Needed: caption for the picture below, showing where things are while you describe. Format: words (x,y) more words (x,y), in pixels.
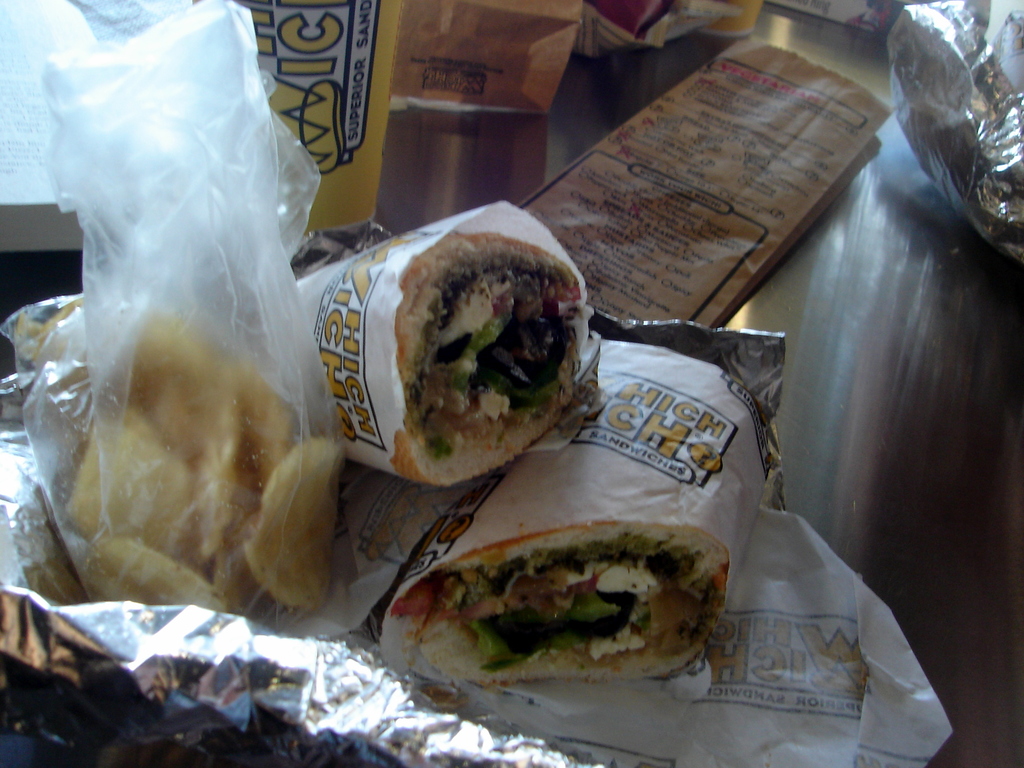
In the image there are sandwiches (454,412) and potato chips (202,341) in covers (318,279) on a table (916,401) along with some food products (441,56) in the back (1007,201).
